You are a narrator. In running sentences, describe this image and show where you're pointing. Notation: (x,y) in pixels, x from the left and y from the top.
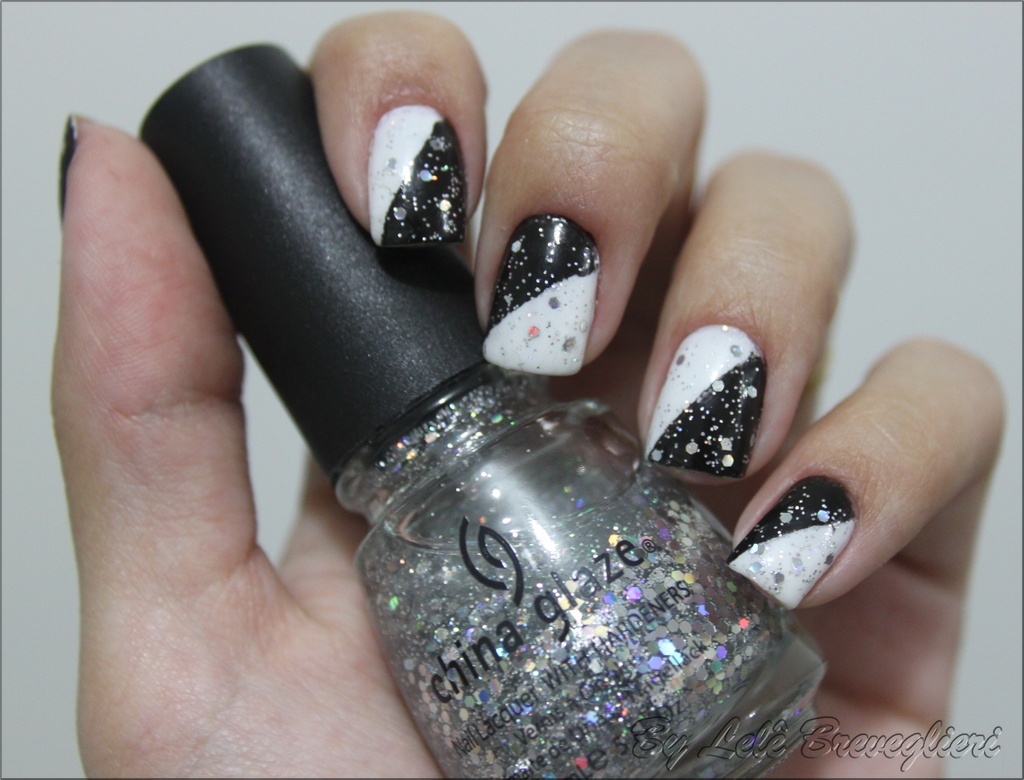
A human (190,259) is holding the nail polish bottle (624,529). It is in silver color.
